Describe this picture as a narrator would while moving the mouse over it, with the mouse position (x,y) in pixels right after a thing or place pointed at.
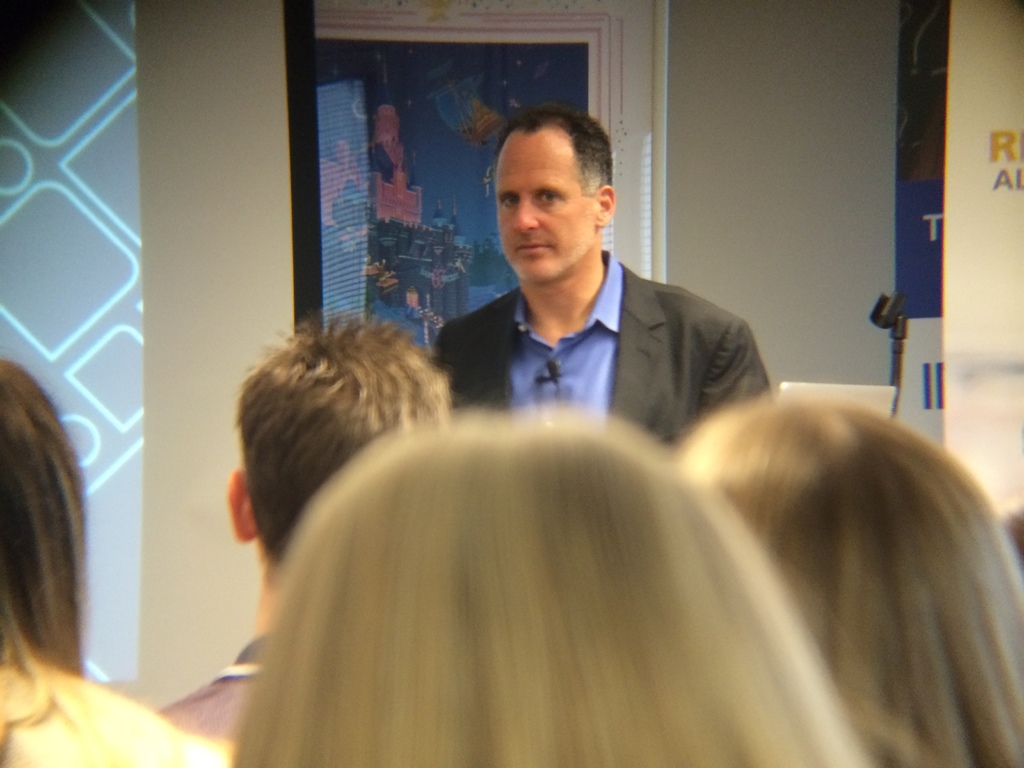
In this image I can see number of people (595,505) and in the background (507,114) I can see a poster (327,155) on the wall (719,154), two boards (990,168) and on it I can see something is written. On the right side of this image (876,300) I can see a mic stand (894,304).
